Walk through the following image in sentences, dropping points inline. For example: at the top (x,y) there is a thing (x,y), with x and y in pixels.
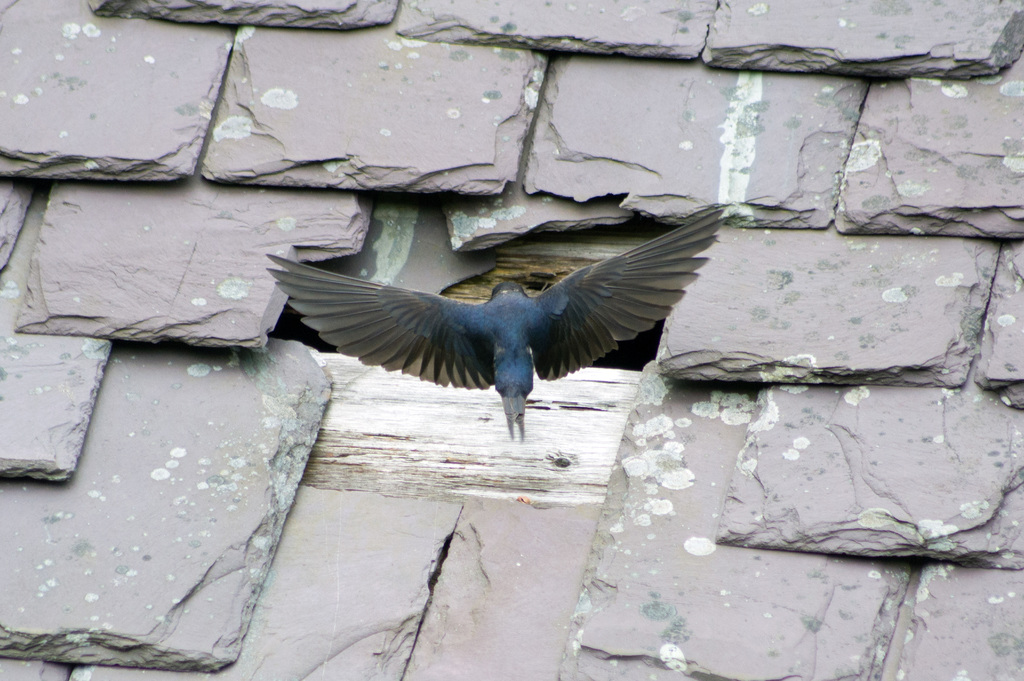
In the center of the image (487,322) there is a bird (487,322). In the background (868,255) we can see stones (253,417).
